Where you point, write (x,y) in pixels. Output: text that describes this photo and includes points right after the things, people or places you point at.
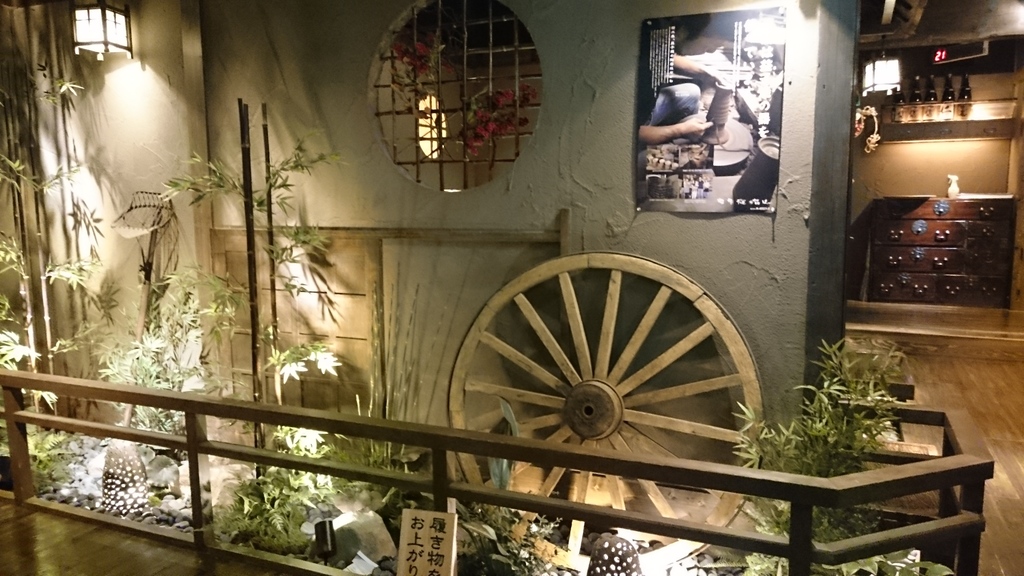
In this image I can see a wooden wheel (651,268), few plants (502,539), railing (416,475) and a board (412,531) in the front (448,529). On this board (449,540) I can see something is written. On the right side of this image (713,18) I can see a poster (761,62) on the wall (693,7), few drawers (921,205) and on it I can see a white colour thing (953,182). On the top of this image (84,18) I can see few lights (871,90), few bottles (906,92) and in the centre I can see few flowers (395,51).
